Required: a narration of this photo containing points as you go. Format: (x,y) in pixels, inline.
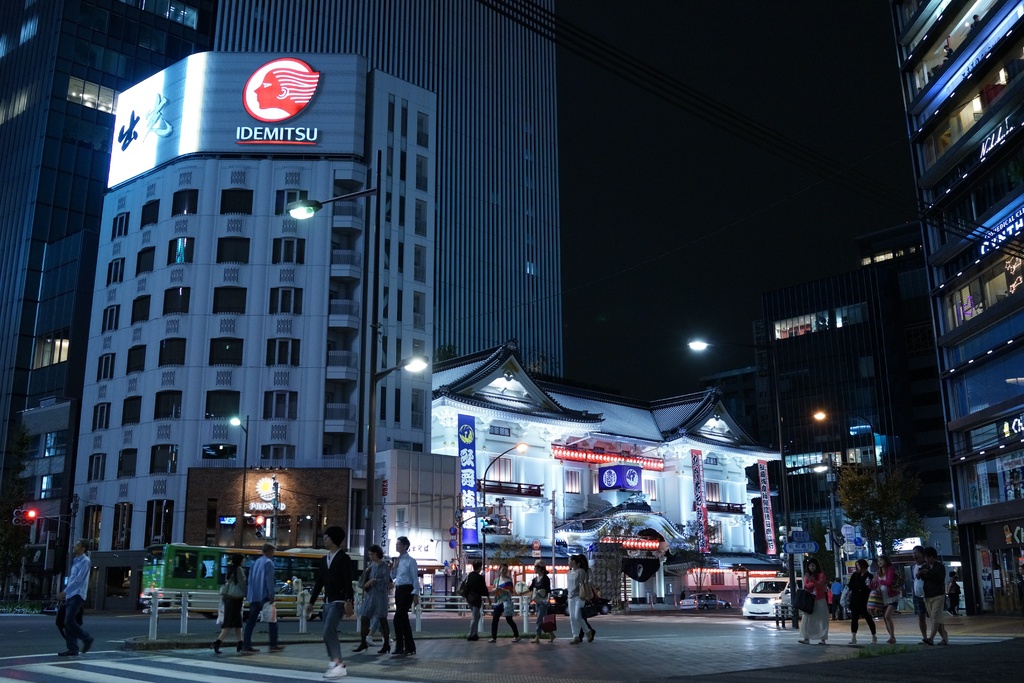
In this image I can see the group of people (592,637) and few vehicles (779,580) on the road (666,624). I can see the poles (555,526), lights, boards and many buildings (550,490). I can see the black background (663,171).
